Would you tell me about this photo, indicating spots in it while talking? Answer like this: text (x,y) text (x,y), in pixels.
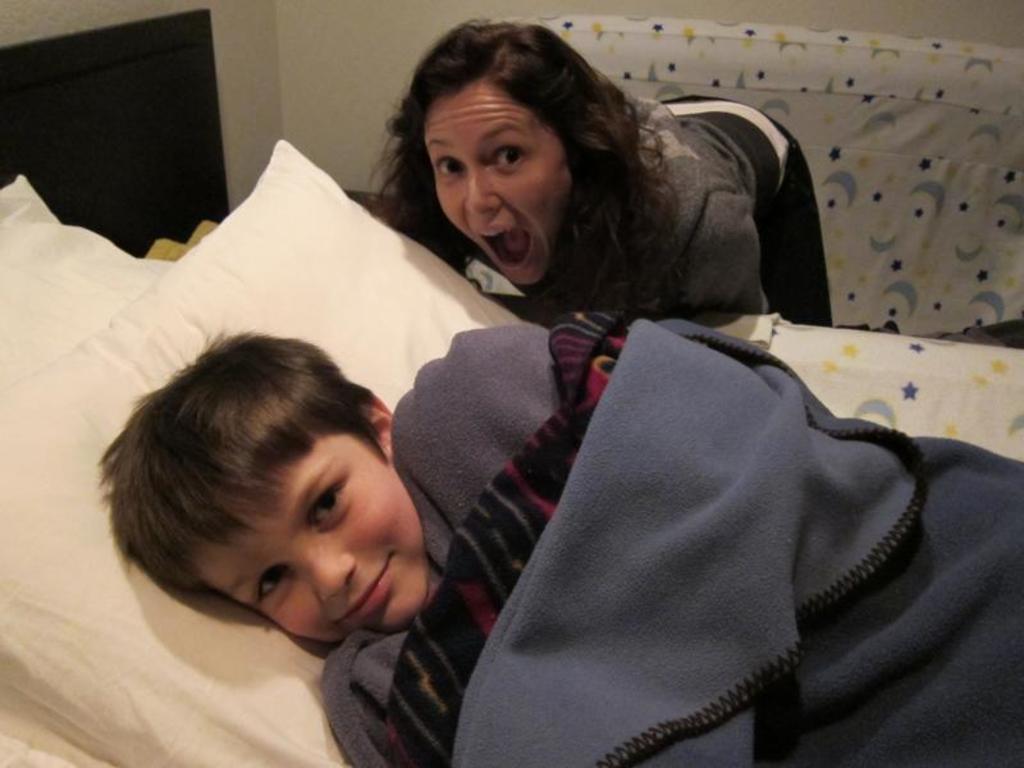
In this picture, there is a boy (323,500) lying on bed (84,187). There is a pillow (45,502) and there is a woman (509,165) standing near to the boy (470,427). Boy (334,452) is covering himself with a blanket (715,629).
